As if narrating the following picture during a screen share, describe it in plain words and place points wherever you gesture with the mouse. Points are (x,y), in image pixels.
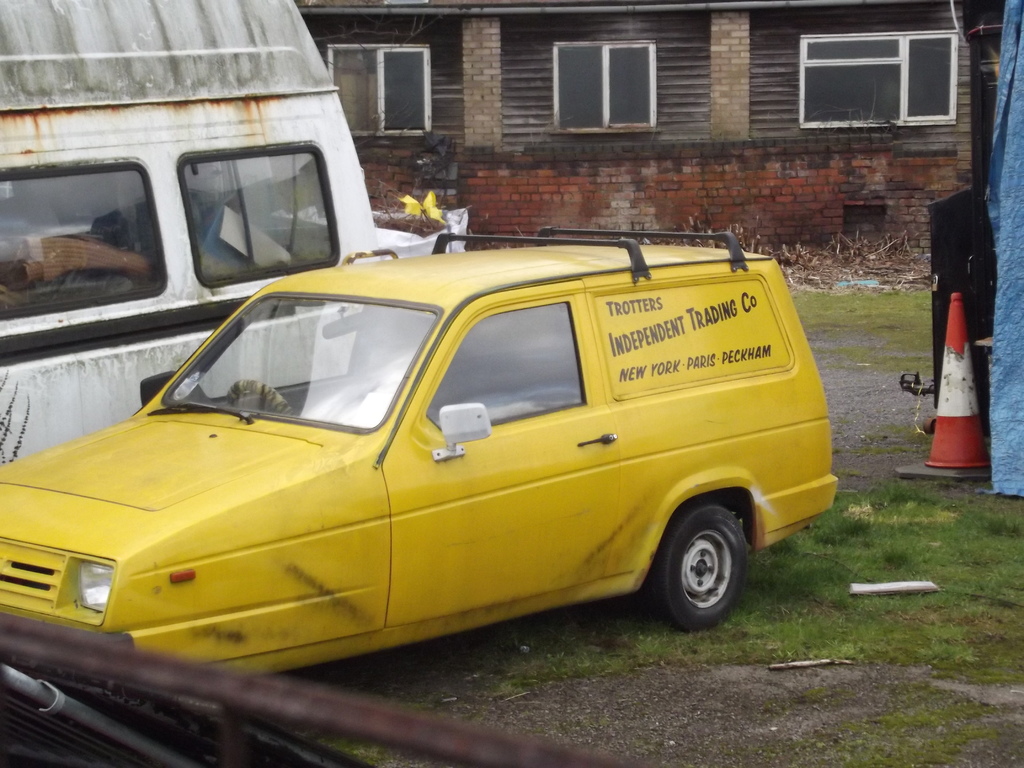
In the picture we can see a car (97,486) which is yellow in color parked on the grass path (795,609) and beside it we can see a van (151,53) which is white in color, in the background (552,5) we can see a building (925,192) with windows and pillars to it.
